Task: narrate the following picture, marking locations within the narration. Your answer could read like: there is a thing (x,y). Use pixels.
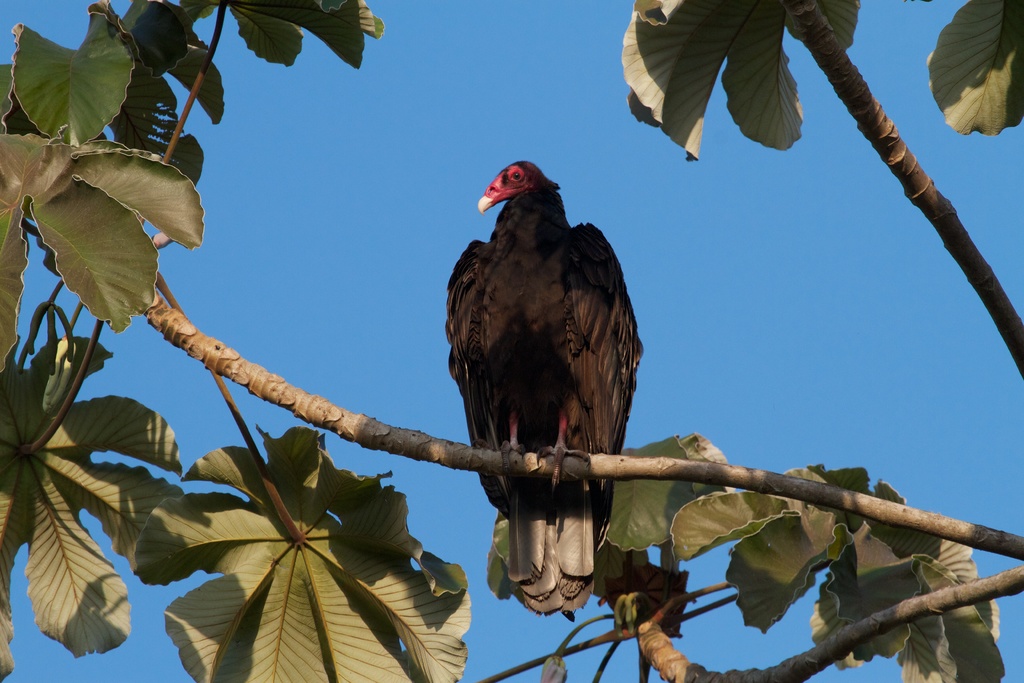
In this picture I can see a bird (503,477) on the tree branch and I can see leaves (764,96) and a blue sky (928,342).
